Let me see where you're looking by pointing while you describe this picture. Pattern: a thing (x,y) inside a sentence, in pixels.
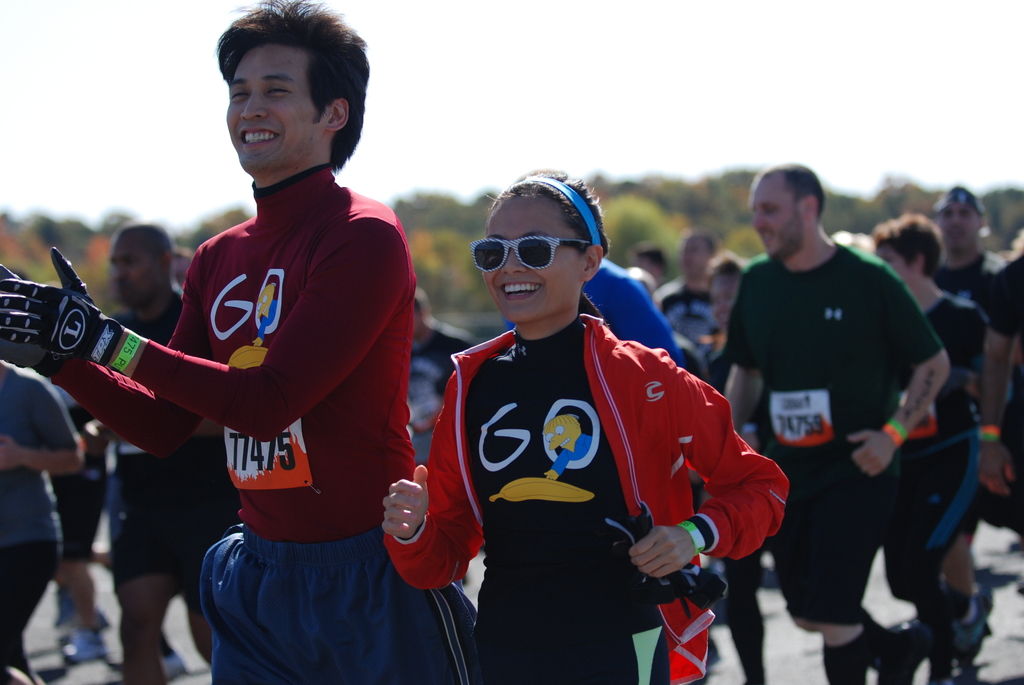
On the left side (299,302), there is a person (286,232) in a red color T-shirt (283,302), smiling and running. Beside him, there is a woman (634,354) in a red color jacket (634,415), smiling, holding an object (616,526) with one hand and running. In the background (777,338), there are other persons (648,268) on the road (991,564), there are trees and there is sky (1,96).
